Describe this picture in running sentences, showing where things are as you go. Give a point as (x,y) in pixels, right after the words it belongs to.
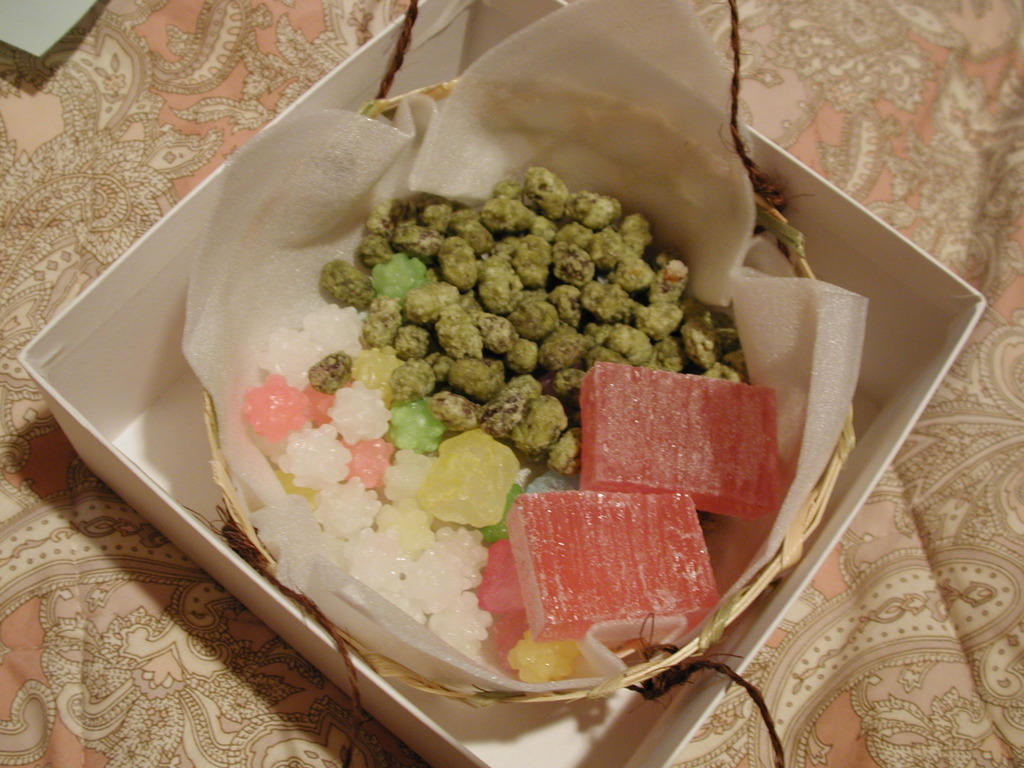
In the picture we can see the box (142,354) inside it, we can see the bowl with a food item (599,595).
